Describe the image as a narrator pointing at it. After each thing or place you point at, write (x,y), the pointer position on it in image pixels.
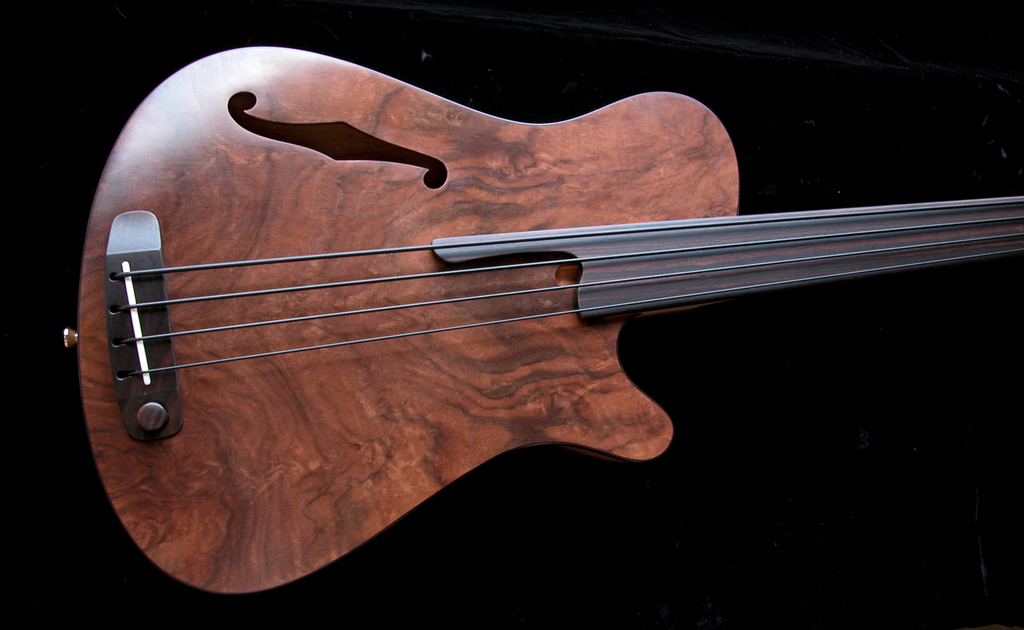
In a picture there is one guitar (229,335) is placed.
